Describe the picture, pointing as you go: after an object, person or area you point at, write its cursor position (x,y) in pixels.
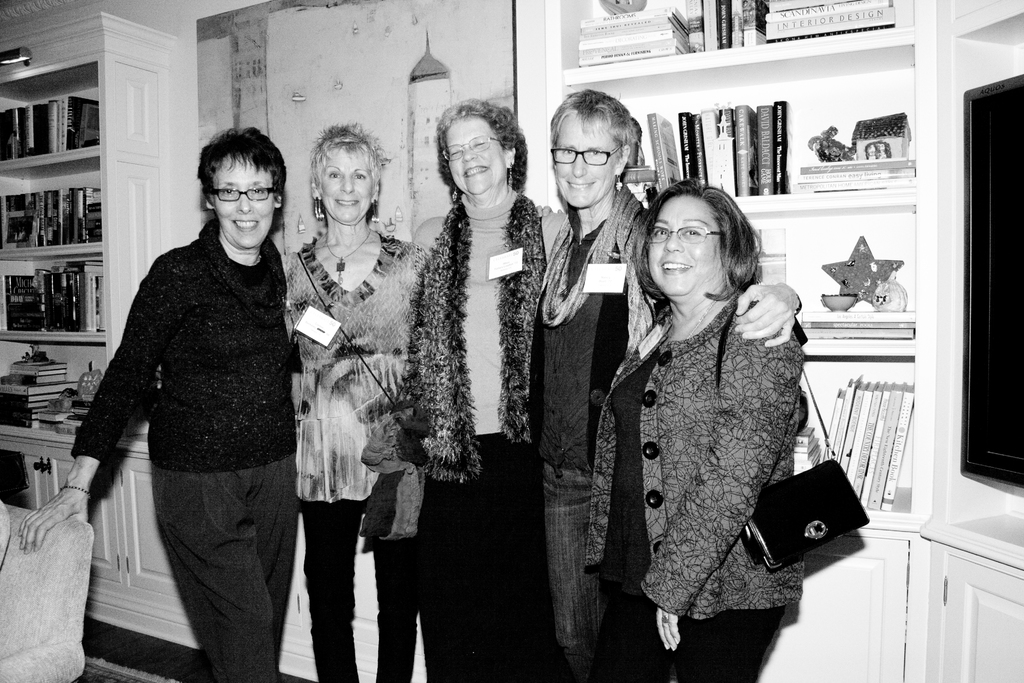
It is a black and white image there are a group of women (425,327) standing and posing for the photo, behind them there are a lot of books (6,129) kept in the shelf (89,80) and there is a poster (271,85) attached in between two cabinets (118,148).
